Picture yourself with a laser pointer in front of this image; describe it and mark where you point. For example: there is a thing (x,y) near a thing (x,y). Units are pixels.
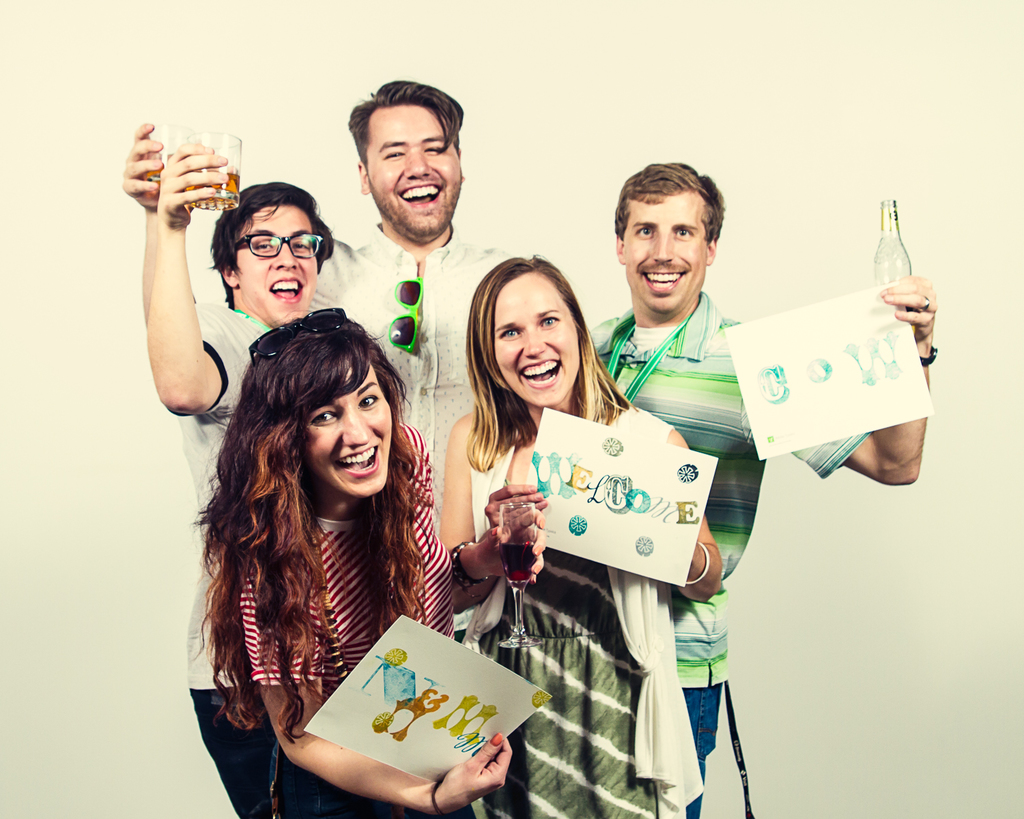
In this image three men (426,165) and two women (412,592) are standing. They are holding glasses (515,589), three of them are holding papers (794,379). They all are smiling.
